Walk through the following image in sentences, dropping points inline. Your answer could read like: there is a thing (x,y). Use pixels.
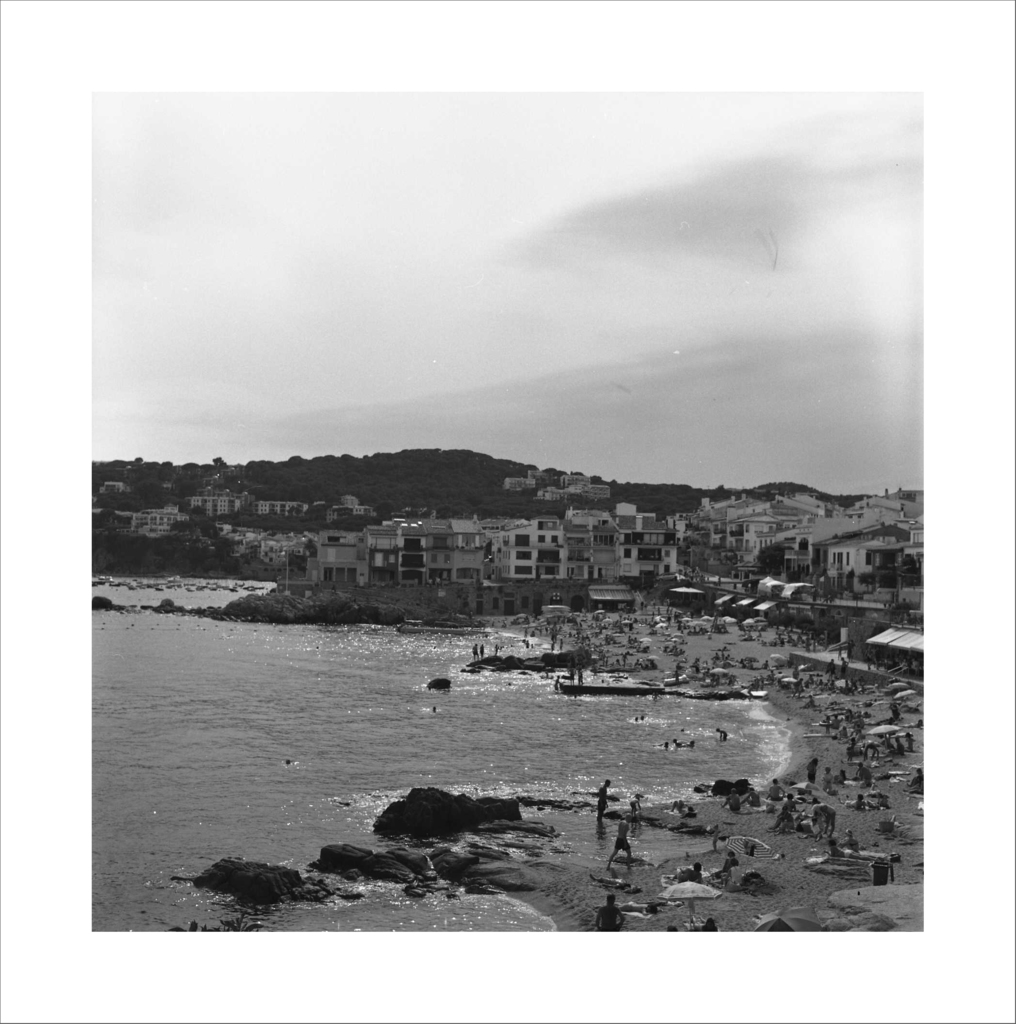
This is a black and white image where we can see people (877,744) on the beach (790,909), we can see rocks (305,892), water (370,706), houses (420,582), hills (417,506) and the sky (561,469) with clouds (572,258) in the background (468,254).
